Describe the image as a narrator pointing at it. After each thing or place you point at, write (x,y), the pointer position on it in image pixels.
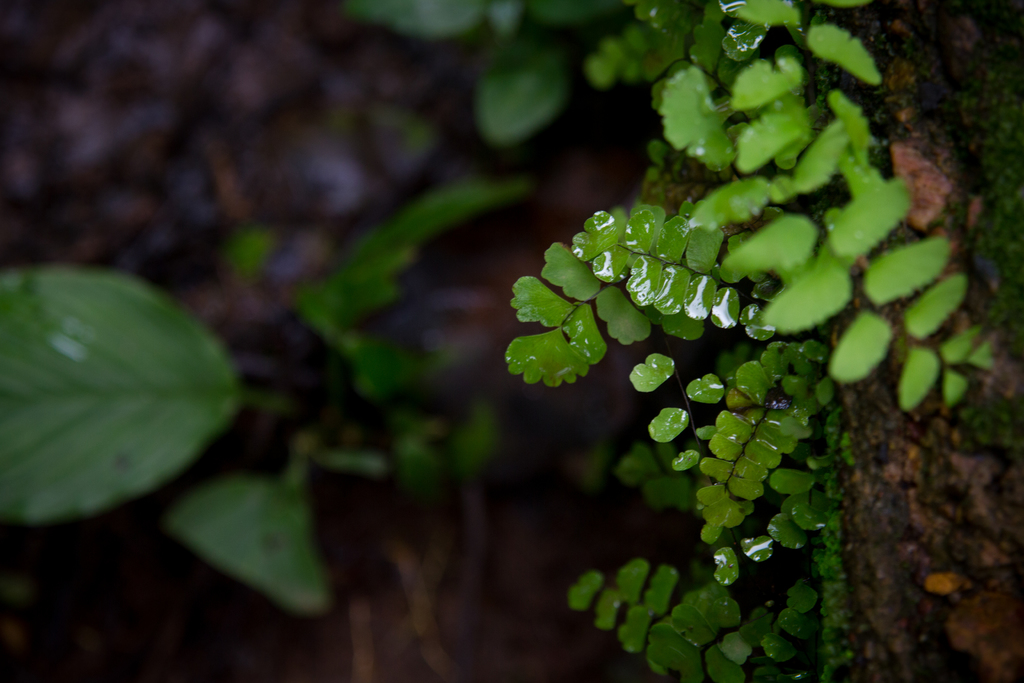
In this image there are plants (35,425). On the right side (971,452) in the front (963,443) there is a tree trunk (994,450).
